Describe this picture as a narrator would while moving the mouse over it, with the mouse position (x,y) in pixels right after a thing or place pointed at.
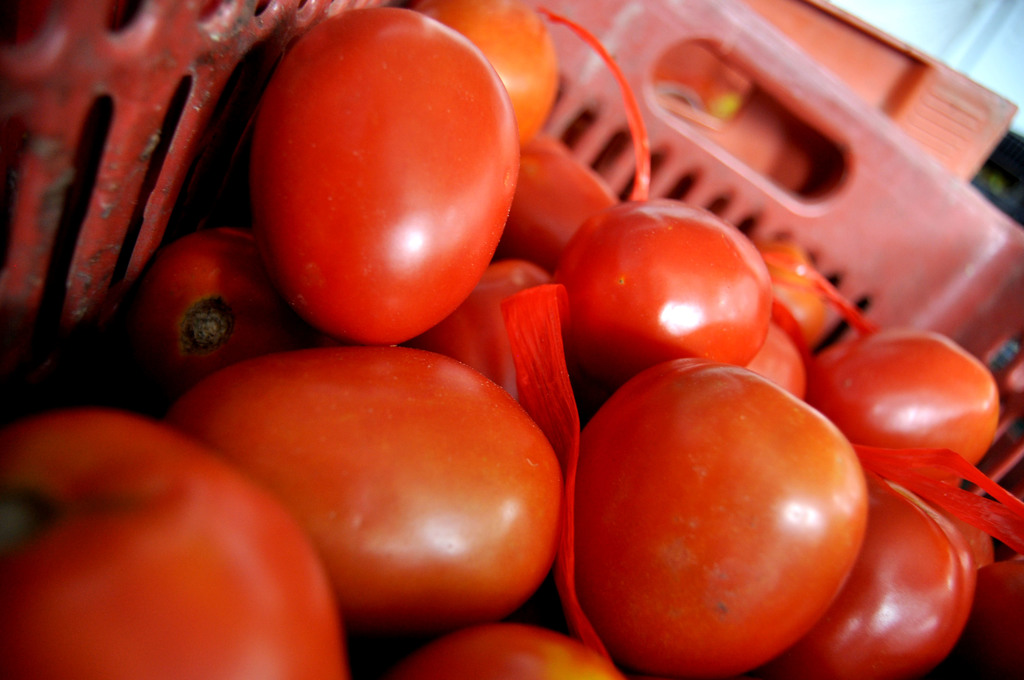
Here in this picture we can see number of tomatoes (552,263) present in the basket (860,204) over there.
